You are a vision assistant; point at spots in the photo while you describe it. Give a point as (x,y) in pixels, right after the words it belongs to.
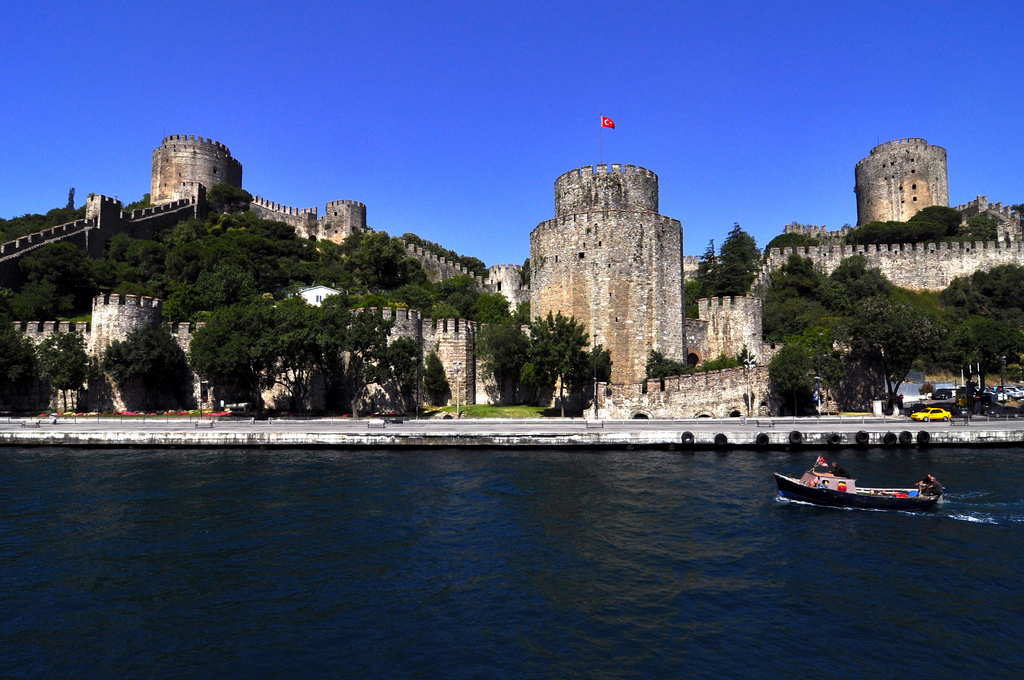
In this picture I can see a fort (936,168) and a flag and I can see trees (337,352) and few cars (937,404). I can see a boat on the water (796,458) and couple of persons (815,479) are in the boat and a blue sky (527,245).
